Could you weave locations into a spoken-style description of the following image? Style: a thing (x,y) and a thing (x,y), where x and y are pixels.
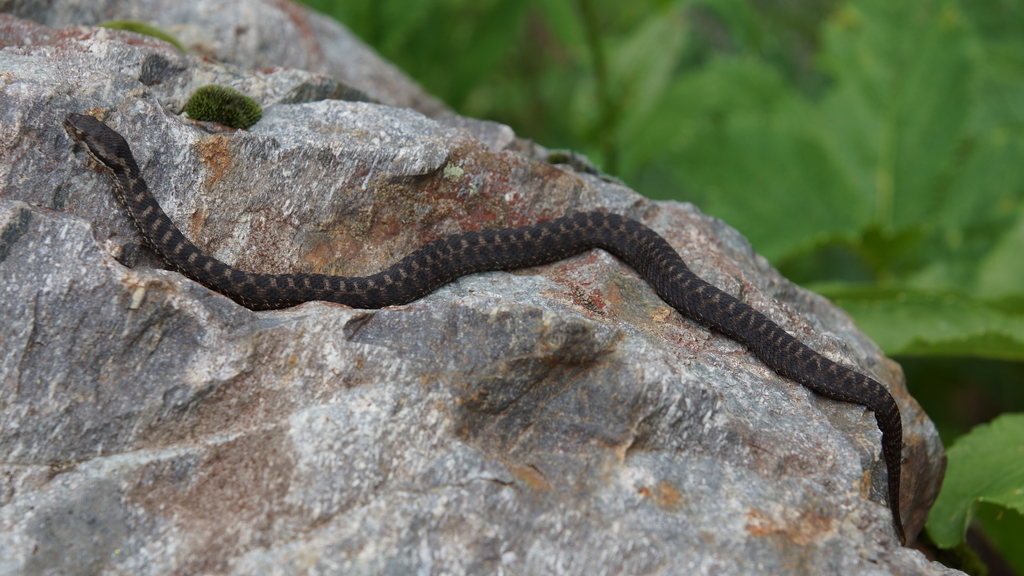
In this image I can see a snake (665,259) on the rock (508,284). In the background (823,209) I can see plants (821,220). This image is taken during a day.
